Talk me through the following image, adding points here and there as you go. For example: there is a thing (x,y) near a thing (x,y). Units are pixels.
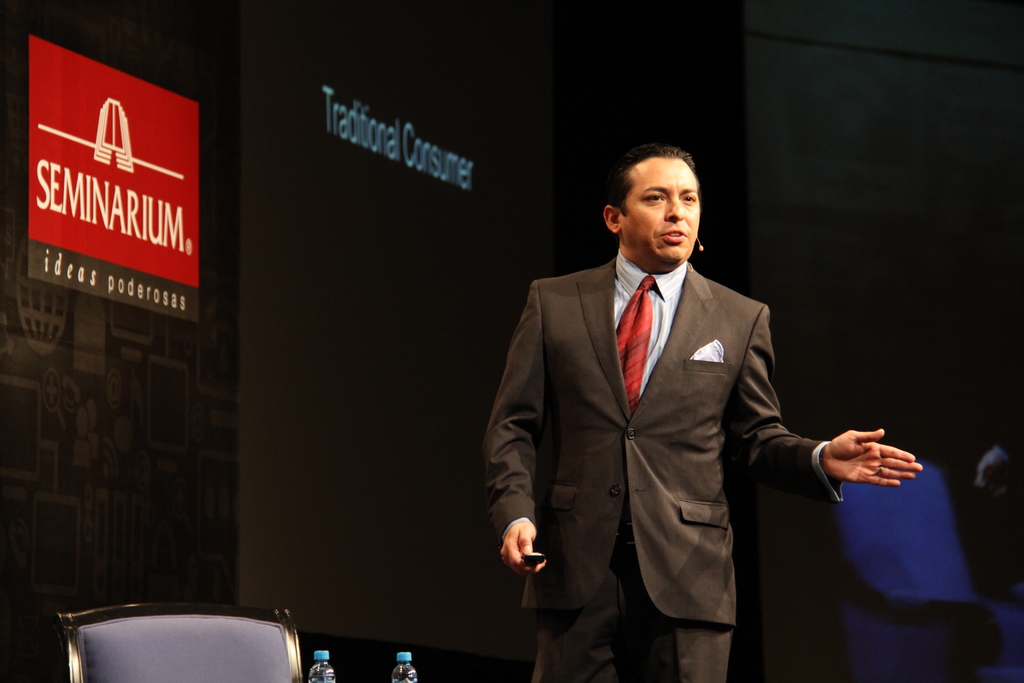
This is the man (648,520) standing and holding an object (535,559) in his hand (518,536). He wore a suit (584,333), shirt (623,292), tie (635,339) and trouser (670,635). This is a chair (208,641). I can see two water bottles (314,662). This looks like a banner (157,290). In the background (886,557), I think this is a chair (934,618), which is blue in color.
